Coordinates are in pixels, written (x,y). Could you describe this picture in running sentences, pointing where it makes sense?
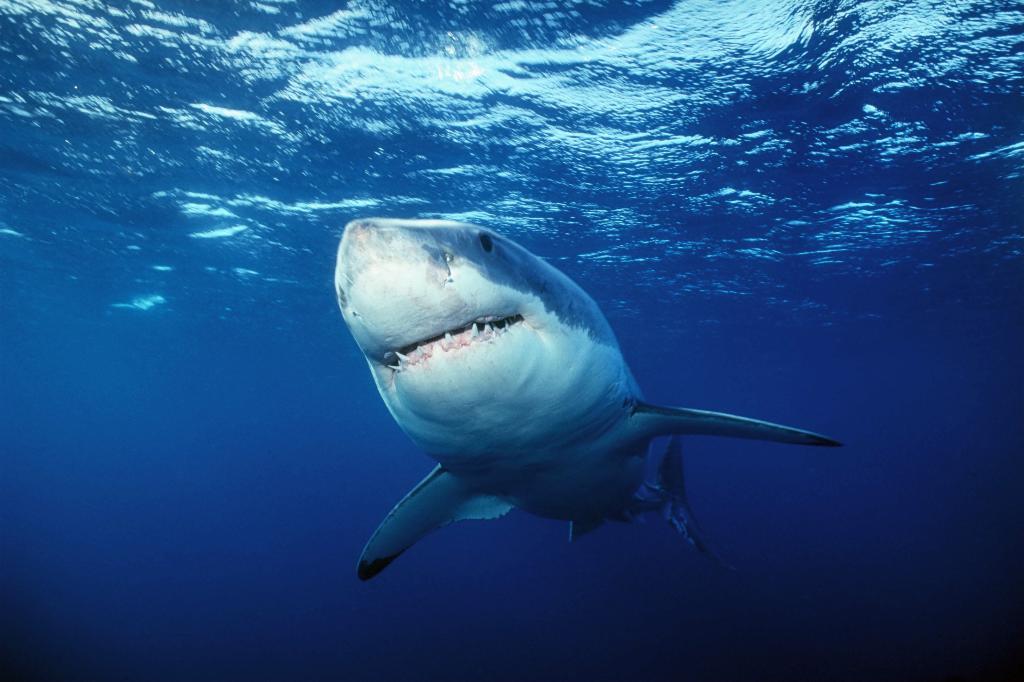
In this image we can see an aquatic animal (597,311) in the water (190,276).
